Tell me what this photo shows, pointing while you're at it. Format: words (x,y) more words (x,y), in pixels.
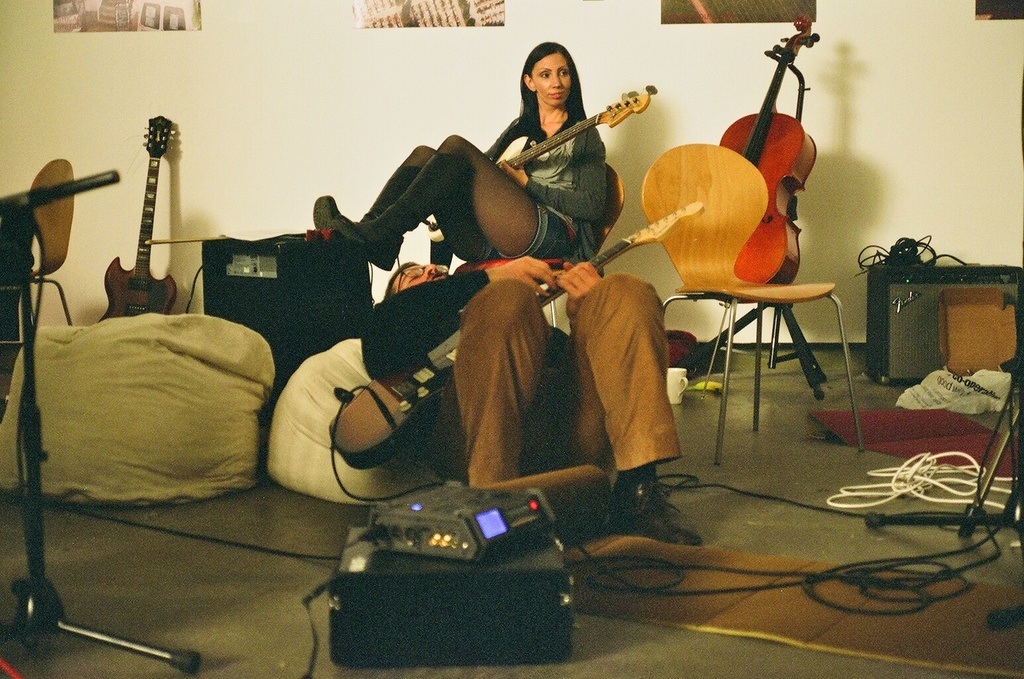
In this image I can see a woman (556,208) is sitting on a chair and holding a guitar (524,150) in her hand (510,166) and a person (454,301) wearing black shirt (428,314), brown pant (495,361) and black shoe (615,496) is laying on a white colored object (327,377) and holding a guitar (397,374) in his hands (516,273). I can see a red colored guitar (775,116), a chair (752,177), few wires (889,560), few electronic equipments (564,553) on the floor (247,596). In the background (306,124) I can see the white colored wall (295,154) and few posters (399,16) attached to the wall (662,29).
